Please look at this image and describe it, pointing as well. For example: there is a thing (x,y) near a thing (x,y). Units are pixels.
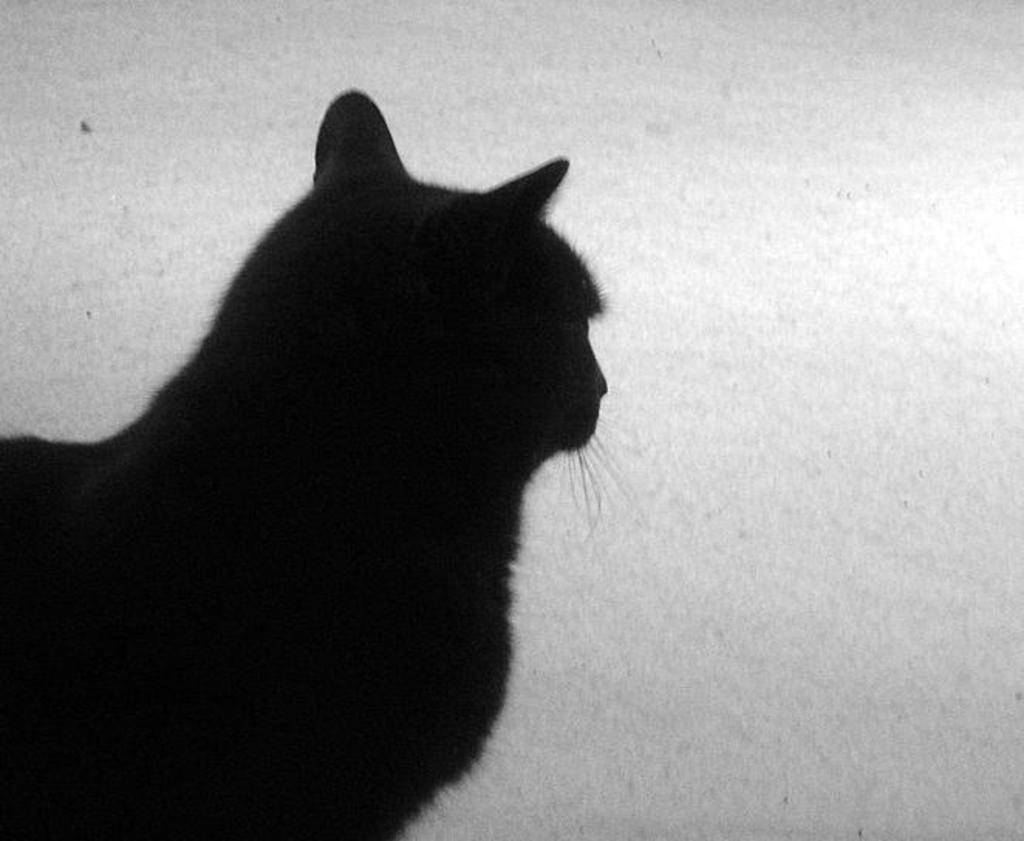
In the foreground of this picture (340,565), there is a shadow (329,531) of a cat (320,657) on a wall (756,357).
